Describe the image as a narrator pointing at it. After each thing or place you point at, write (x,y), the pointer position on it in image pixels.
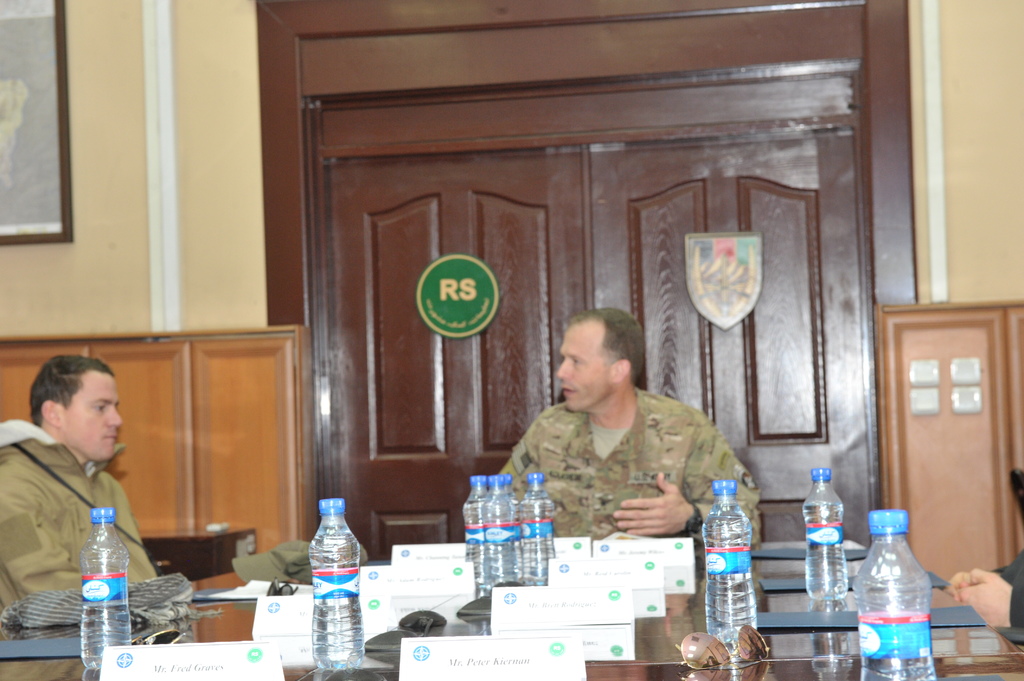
In this image i can see two man (78,496) sitting there are few bottles (812,571), board (613,572) on a table (673,624) at the back ground (446,290) i can see a door (462,159), a wall (227,190) and a cup board (246,399) a frame (67,227) attached to a wall (96,161).
